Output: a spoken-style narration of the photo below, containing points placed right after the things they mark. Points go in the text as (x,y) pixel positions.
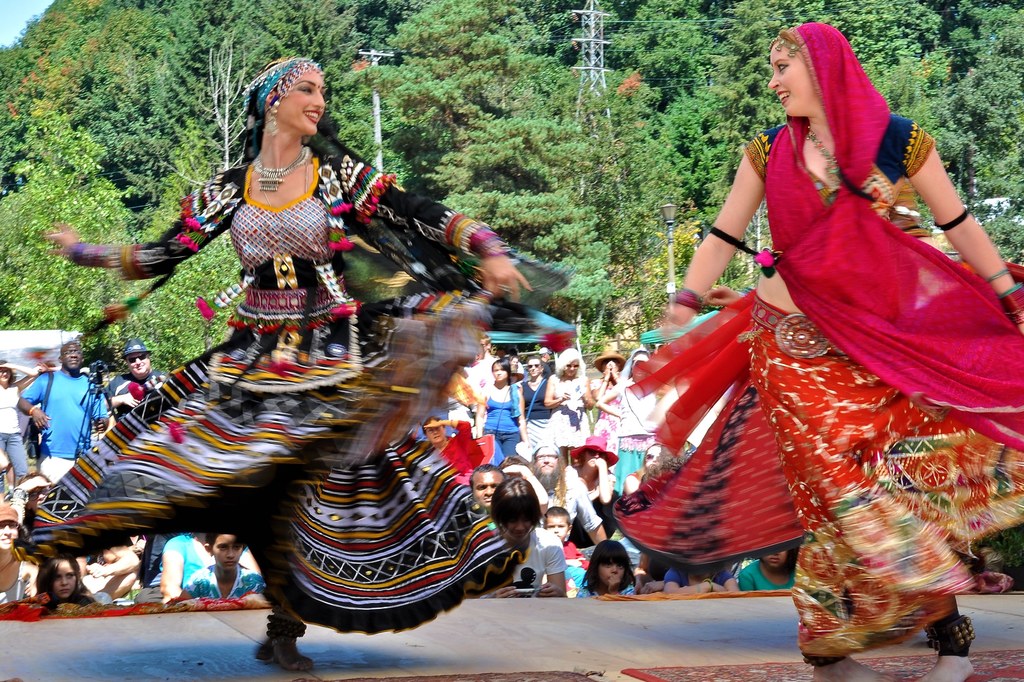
In the center of the image (424,278) there are women (940,381) standing and performing on dais (613,650). In the background (608,392) we can see crowd (629,454), tower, pole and trees (223,82).
